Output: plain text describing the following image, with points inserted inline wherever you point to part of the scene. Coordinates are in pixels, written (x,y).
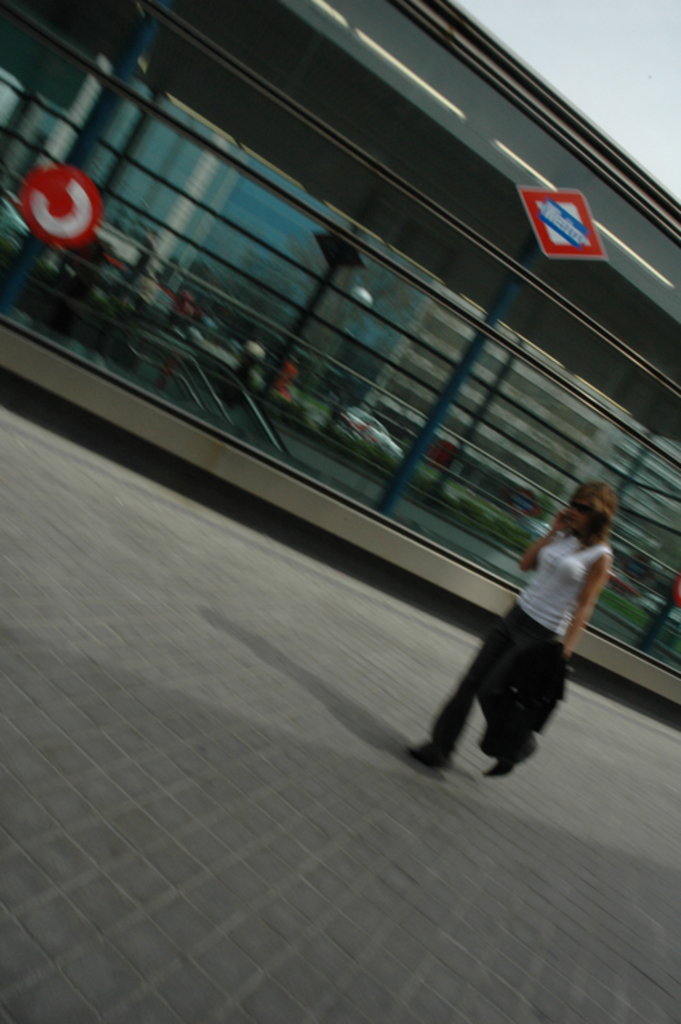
In the foreground of this image (460,645), there is a woman (521,648) walking on the ground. In the background (459,278), there is a metro station (484,93), the sky (598,59) and the building (530,399).
